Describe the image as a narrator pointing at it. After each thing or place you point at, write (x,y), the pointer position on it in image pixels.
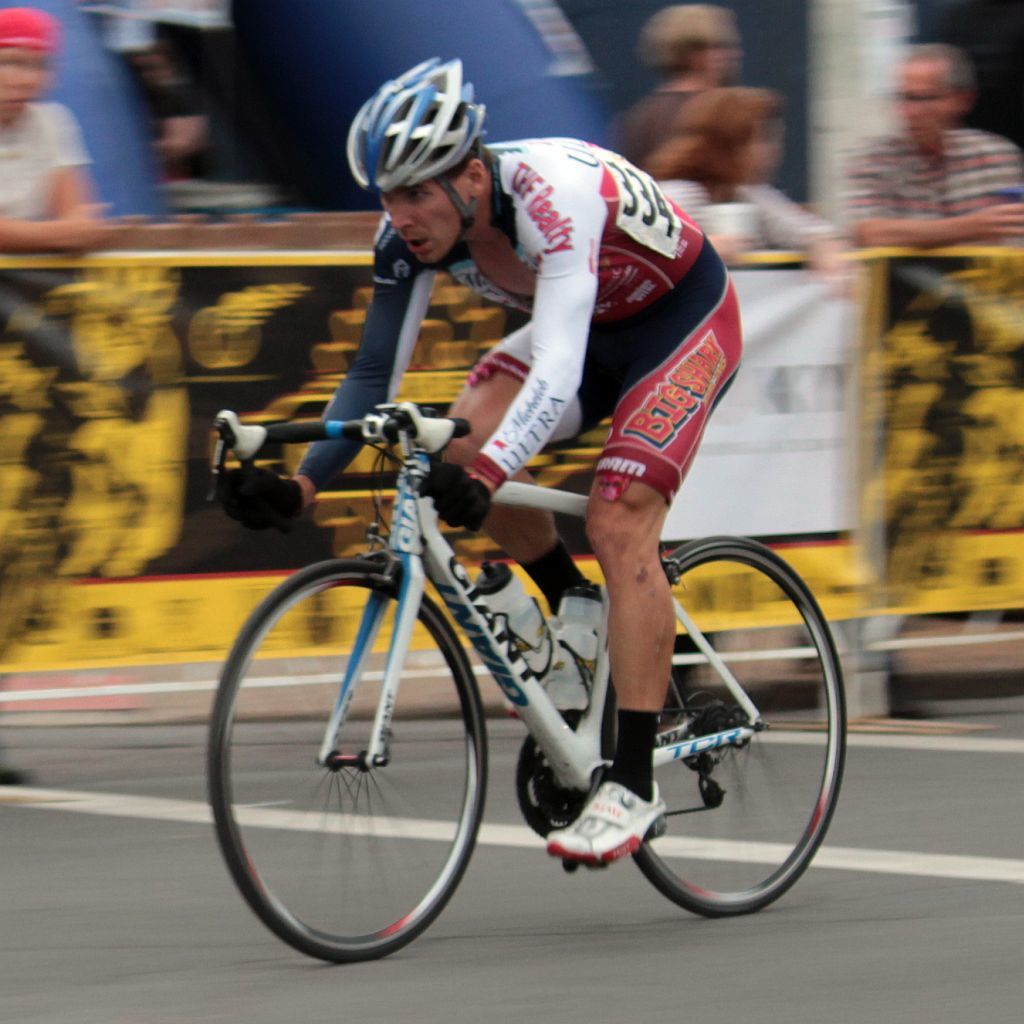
The picture is taken in a cycle race. In the foreground of the picture (432,702) there is a man (573,419) riding a bicycle (573,754). In the center of the background (171,501) there is a banner (254,387) to the railing (332,323), behind the banner (29,265) there are people (761,141) standing. The background (910,172) is blurred.
